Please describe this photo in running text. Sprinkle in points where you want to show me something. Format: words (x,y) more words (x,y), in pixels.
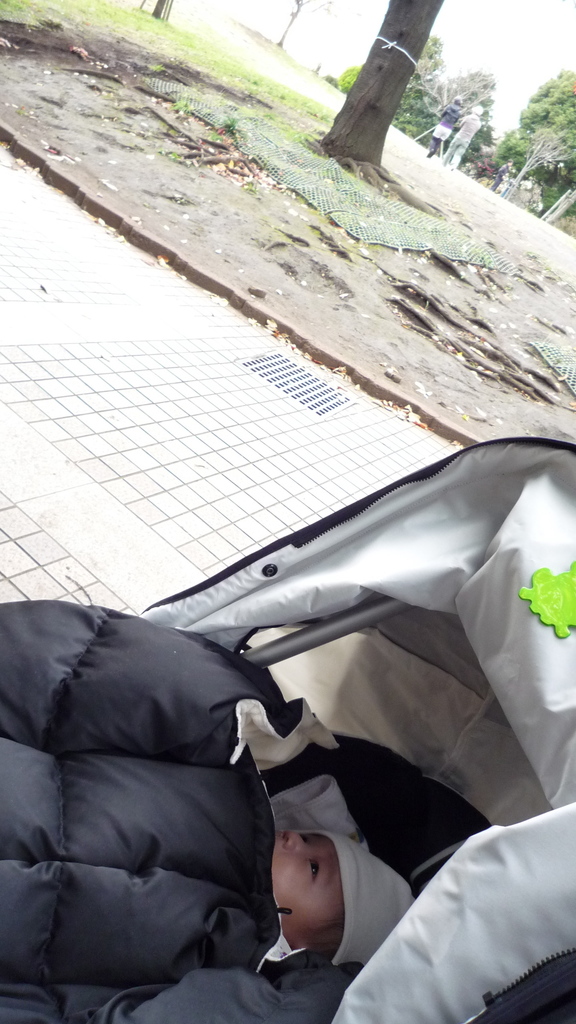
At the bottom of the image (282,1015) we can see a baby (323,924) is lying on a baby trolley (353,802). In the background of the image (66,463) we can see the road (139,284), ground (50,87), grass (212,71), mesh (376,195), trees (354,101). At the top of the image (475,115) we can see some people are walking and also we can see the sky (556,69).
